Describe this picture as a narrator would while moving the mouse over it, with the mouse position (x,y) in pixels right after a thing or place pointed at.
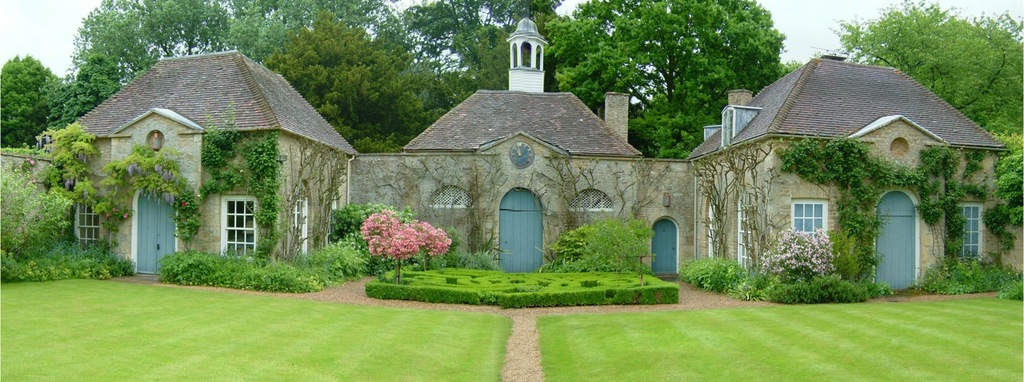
In this image I can see grass (873,365), number of plants (21,260), number of trees (74,114), doors (149,248), windows (712,245) and houses (310,190).
